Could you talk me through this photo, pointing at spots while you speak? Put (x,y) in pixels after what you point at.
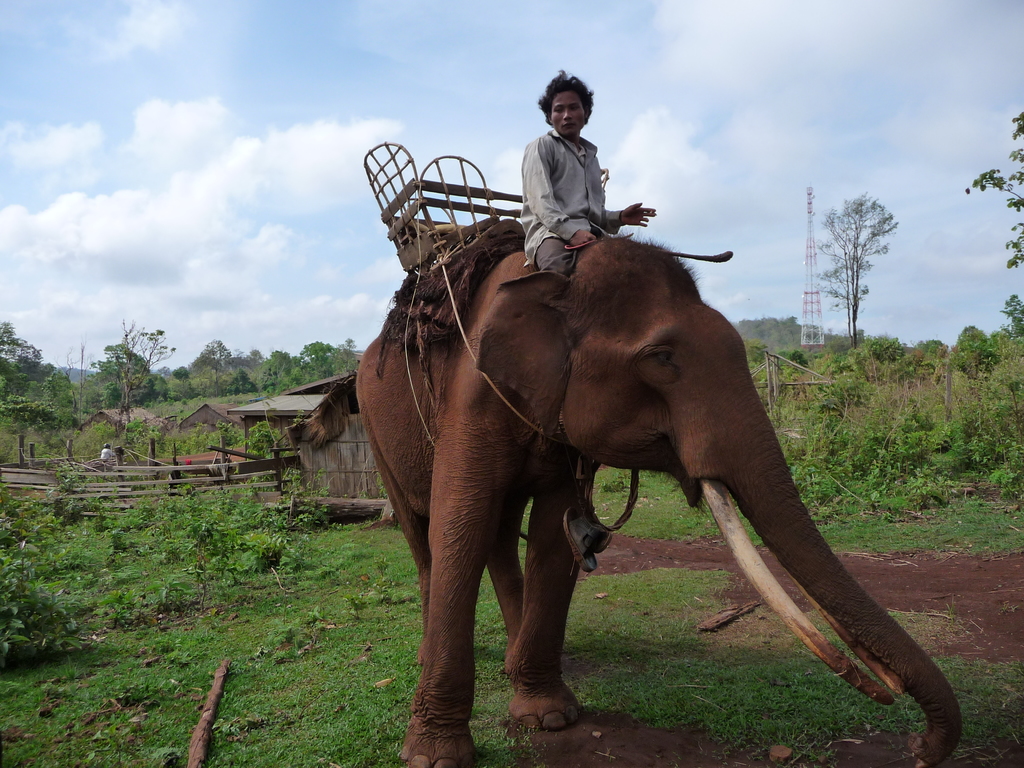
In this image I can see a person (538,163) sitting on the elephant (638,369). At the back of him there are trees (222,394) and the sky (284,112).
